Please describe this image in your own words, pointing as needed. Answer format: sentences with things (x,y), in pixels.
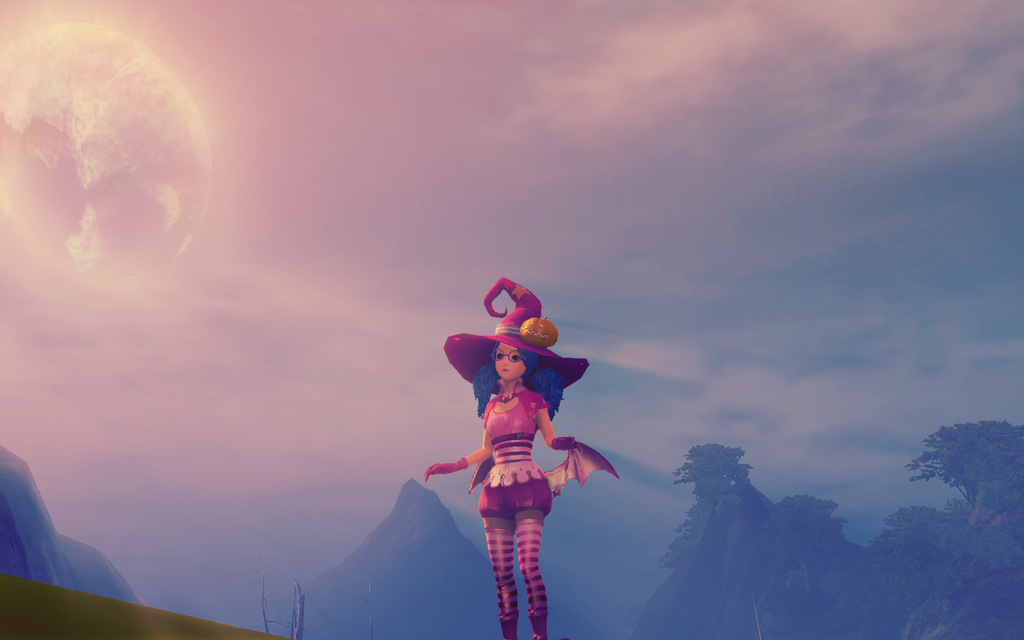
In this picture we can observe a girl (499,374) which is a cartoon character (514,476) wearing pink color dress (498,436) and a hat (512,339) on her head (492,351). In the background (406,607) there are hills (361,560) and trees (704,477). We can observe a sky (226,255) with clouds (364,308) which is in pink and blue color.
